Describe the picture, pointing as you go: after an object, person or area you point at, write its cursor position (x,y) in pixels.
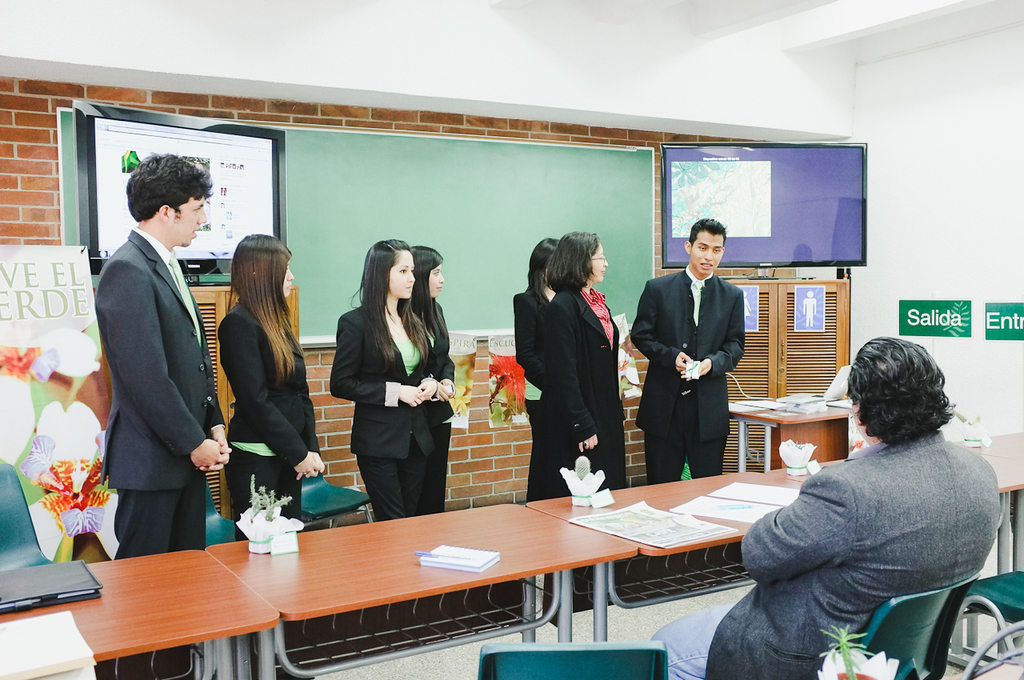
This image is taken inside a room (869,127). There were few people (396,324) in this room (561,490) and there is a table (264,618), chairs (609,665), a board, monitor (723,190), poster (61,316) with text (46,294), wall (4,130) and a cupboard (756,367) in this room (789,340).
